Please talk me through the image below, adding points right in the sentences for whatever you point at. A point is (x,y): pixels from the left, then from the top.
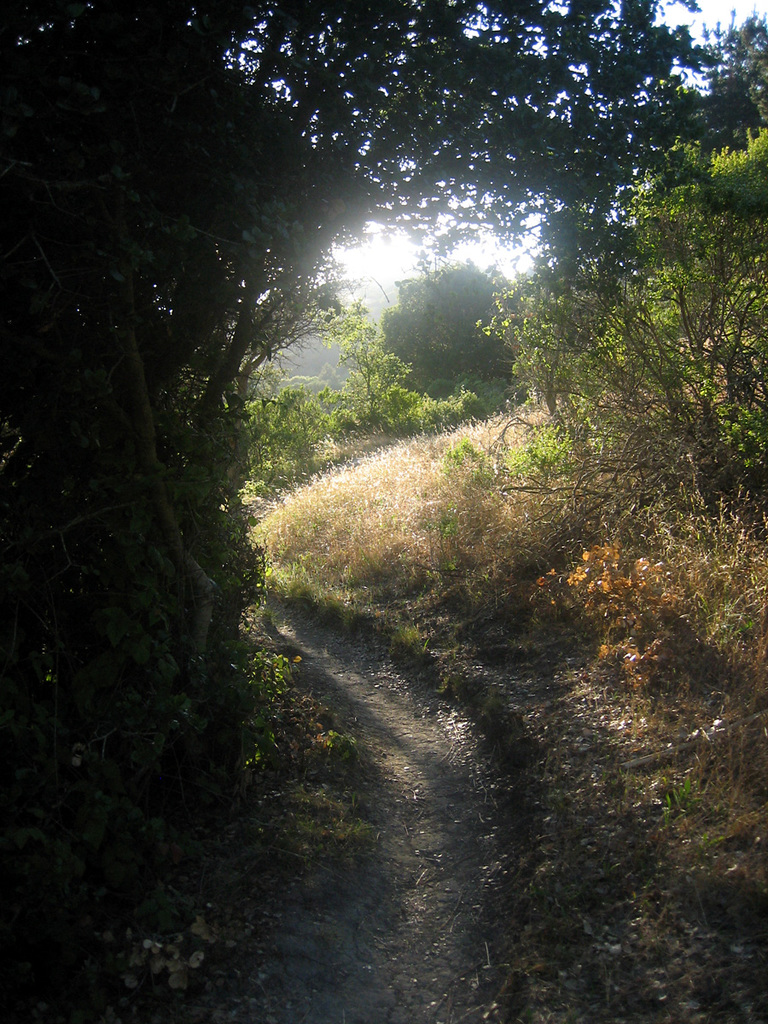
In this picture we can see trees (485,214), at the bottom (693,725) there is grass (373,515), we can see the sky (411,258) in the background (377,226).
